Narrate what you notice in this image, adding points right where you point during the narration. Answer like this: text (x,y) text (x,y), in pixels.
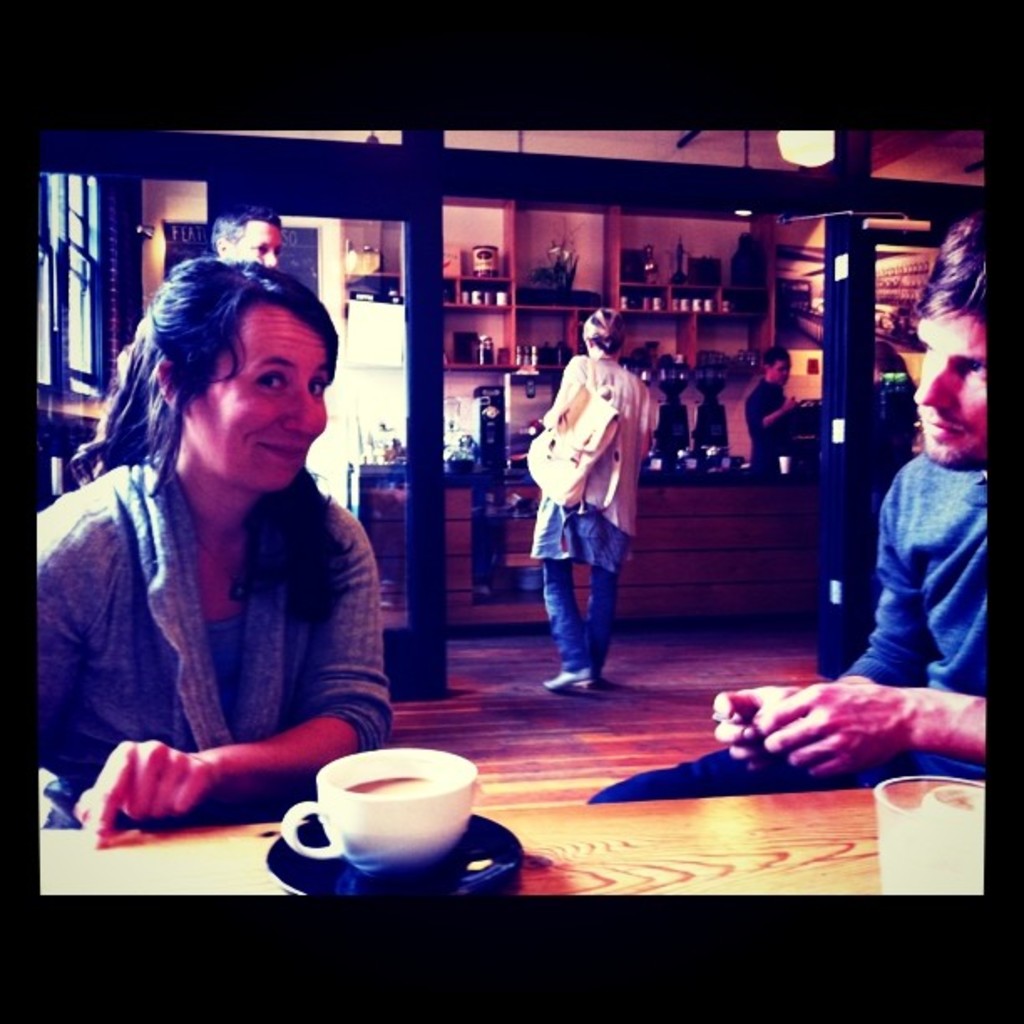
In this image in the front (726,881) there is a table (560,876) and on the table (696,885) there are cups (425,819), there is a saucer (445,865) which is black in colour and in the center (361,581) there are persons (361,581) sitting, the woman (281,631) sitting on the left side (233,661) is smiling. In the background (828,158) there are persons (633,419), there are objects (455,340) in the shelves (569,310) and there are lights (806,158) hanging. On the left side (62,296) there is a window (66,319).
